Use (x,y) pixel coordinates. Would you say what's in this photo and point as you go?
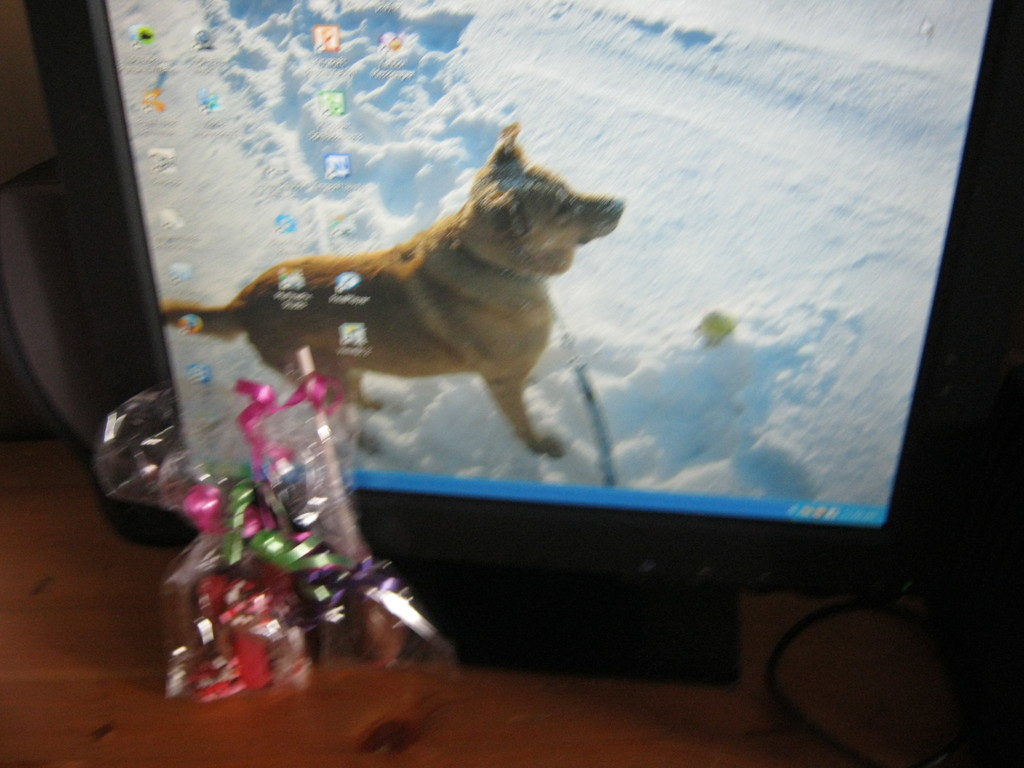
This image is taken indoors. At the bottom of the image (347,736) there is a table (418,728) with a monitor (209,426) and a few things (336,638) on it. On the monitor screen (616,268) there is a dog (447,285) and there is a ground (675,415) covered with snow (289,93).
